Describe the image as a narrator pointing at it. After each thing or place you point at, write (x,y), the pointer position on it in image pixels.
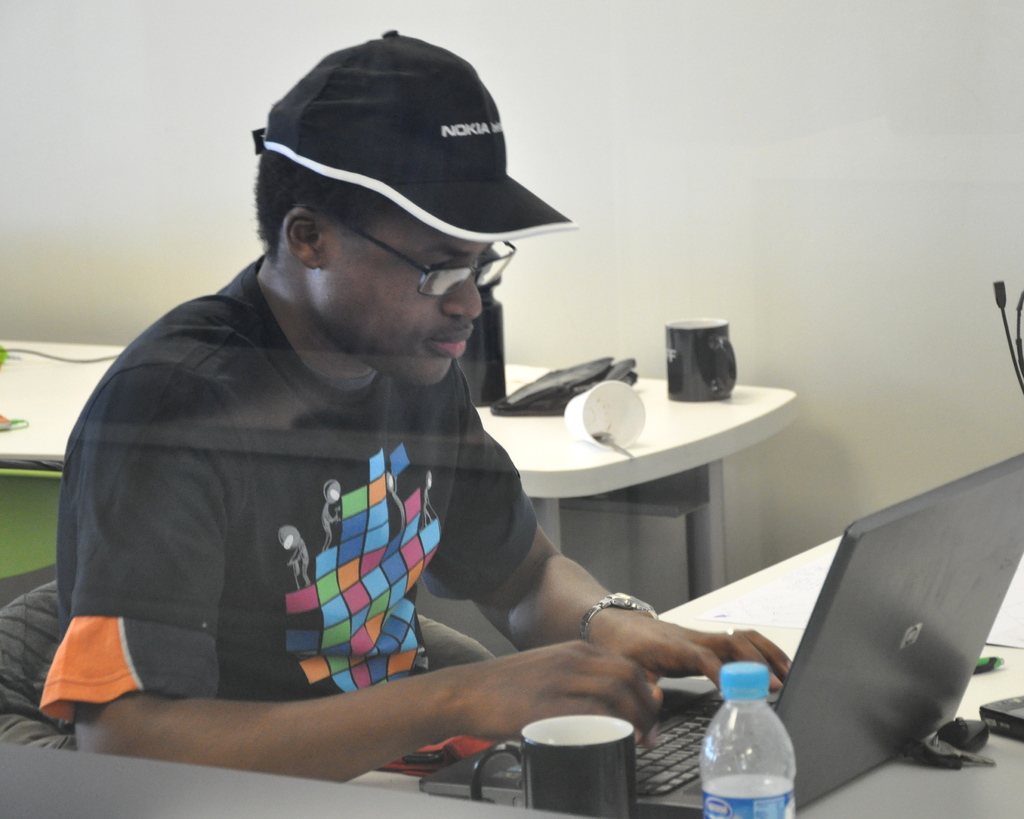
The picture contains of the person (316,488) is sitting on the chair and working on the laptop (789,698) and there are two tables (718,532) on the table (672,448) there are cup (708,391), paper cup (595,410), laptop (890,599) and some keys (968,732). The background (559,21) is white.
